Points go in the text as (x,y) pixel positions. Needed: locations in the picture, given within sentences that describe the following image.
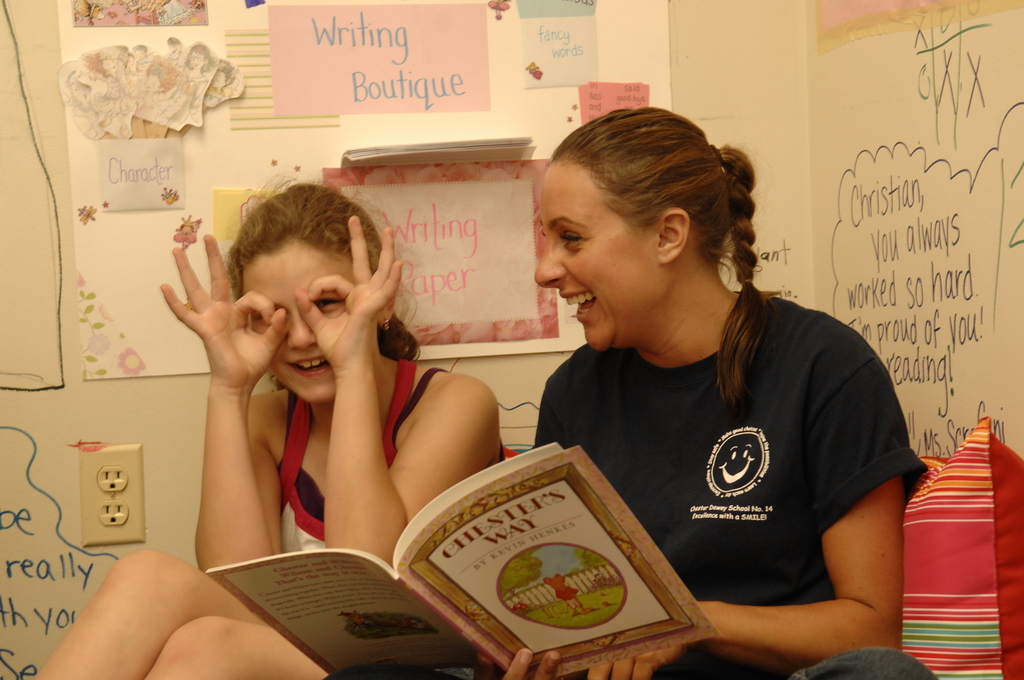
In this picture I can see two persons (650,426) smiling, there is a person (577,373) holding a book (435,614), there is a pillow (960,476), there is a board (224,56) with papers (212,77) and there are some scribblings (933,169) on the wall (781,185).
